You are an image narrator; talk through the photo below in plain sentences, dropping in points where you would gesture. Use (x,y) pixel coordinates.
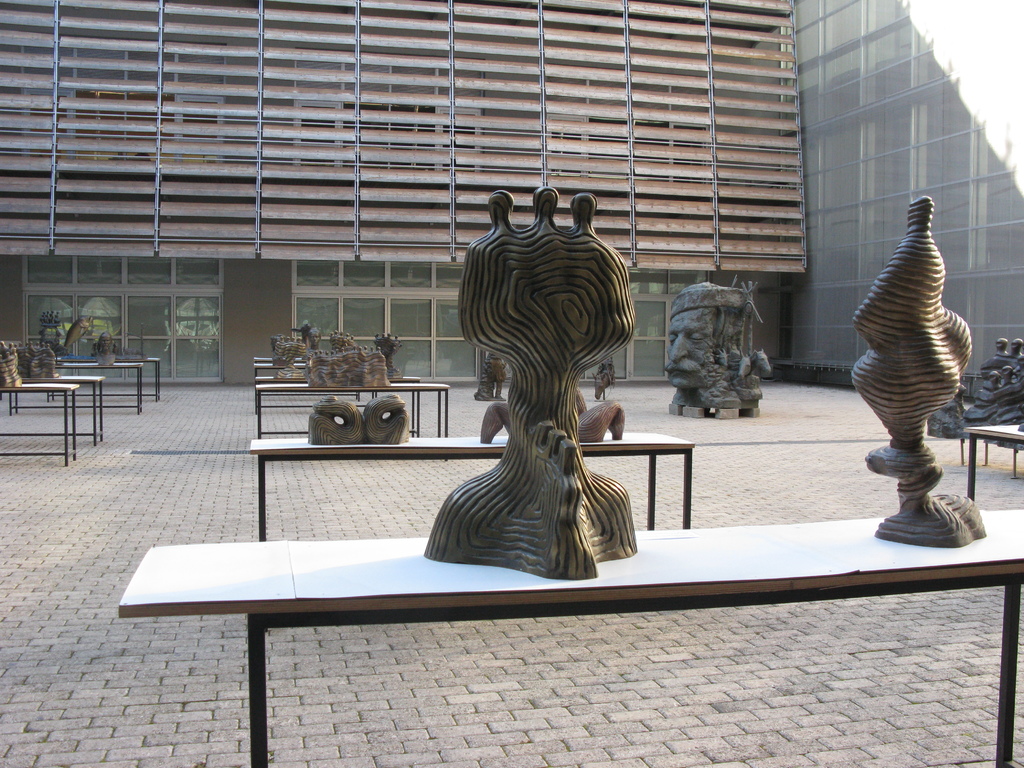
There are sculptures (596,556) on the table (618,576). In the background (150,309) we can see doors (401,328) and windows (189,325).
